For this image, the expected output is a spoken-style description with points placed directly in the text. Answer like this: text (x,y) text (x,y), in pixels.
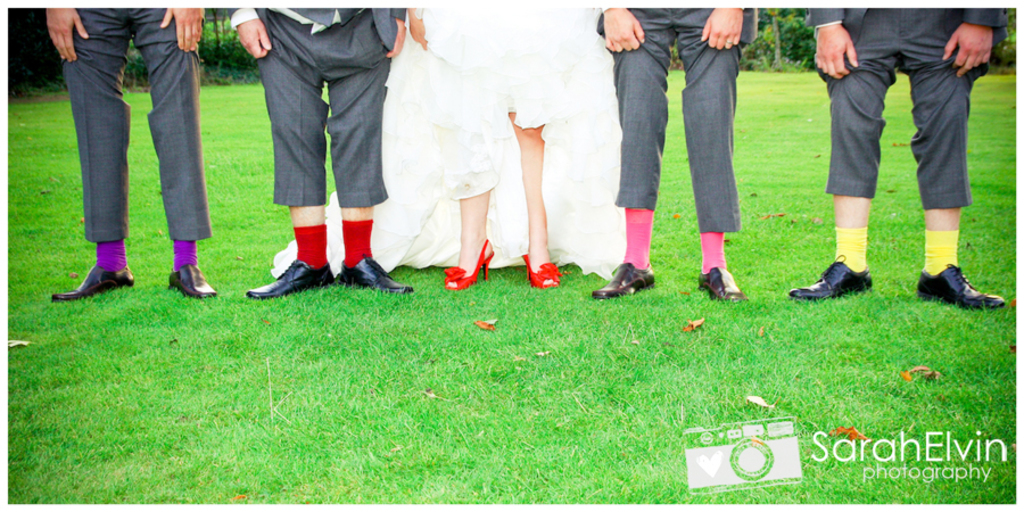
In the foreground of the picture (506,345) there are dry leaves (484,327) and grass (394,349). In the center of the picture (400,291) there are people's legs (123,124). In the background (212,45) there are plants (227,49) and trees (1004,68).
